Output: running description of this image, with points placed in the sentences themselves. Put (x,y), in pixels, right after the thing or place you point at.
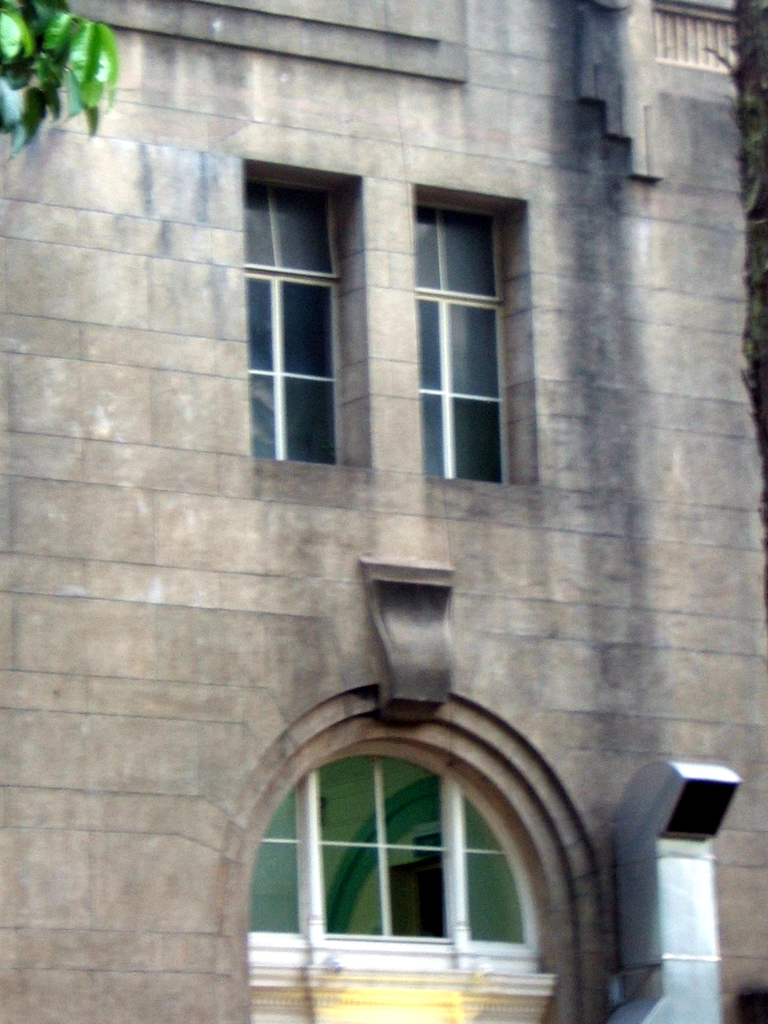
In this picture I can see the windows (451,426) on the wall (473,532), in the top left hand side (107,24) there are leaves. In the bottom right hand side (693,881) it looks like a smoke exhaust pipe (673,905).
